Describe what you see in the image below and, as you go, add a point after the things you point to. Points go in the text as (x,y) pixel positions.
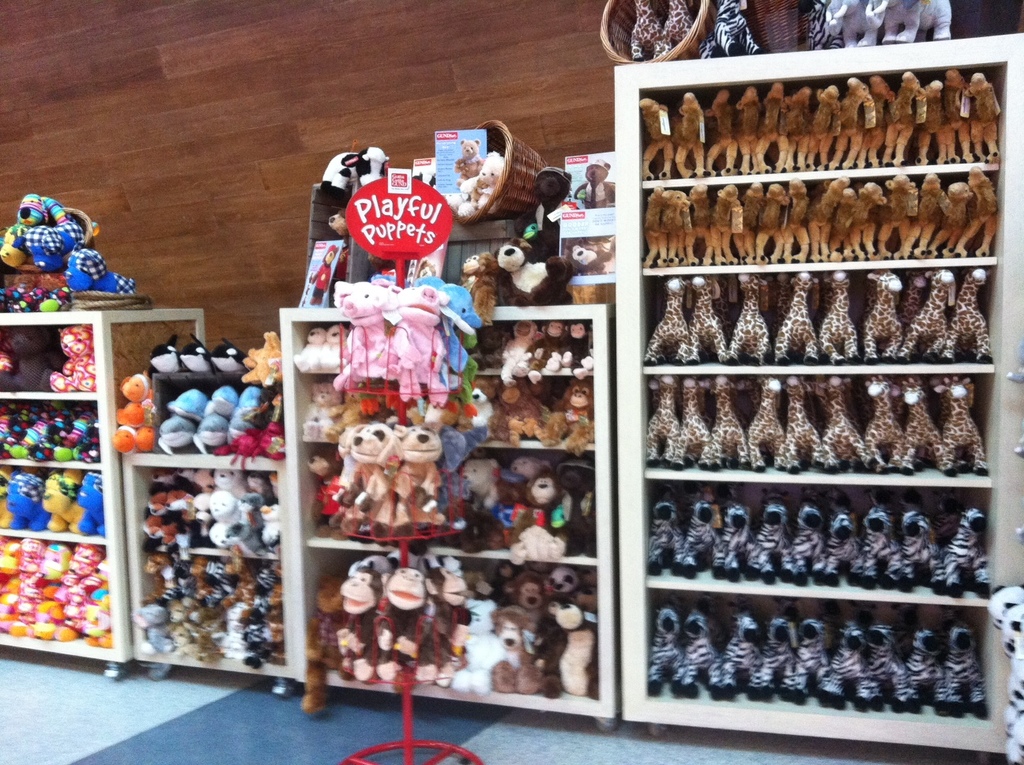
In this picture there are toys (57,592) in the racks (4,644) in the center of the image (569,327).
